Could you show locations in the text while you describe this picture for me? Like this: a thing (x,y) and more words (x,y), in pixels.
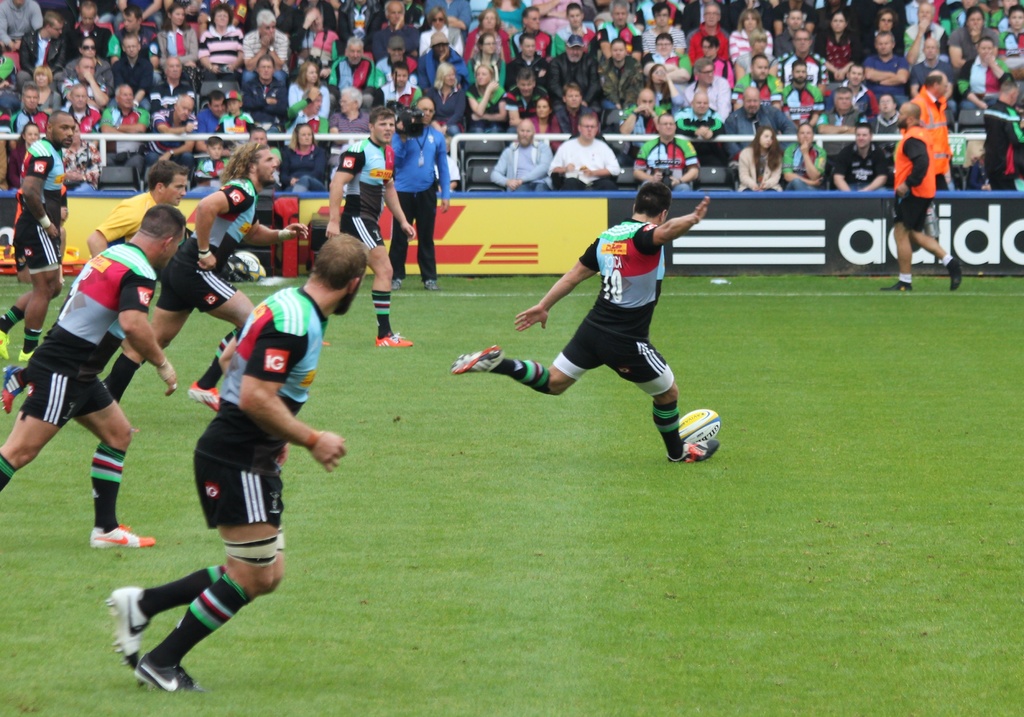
As we can see in the image, there are a lot of people (530,312) over here. Some people (224,280) are playing games and the rest of them are watching the game. The man (421,254) who is standing here is holding camera (419,113) in his hand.
